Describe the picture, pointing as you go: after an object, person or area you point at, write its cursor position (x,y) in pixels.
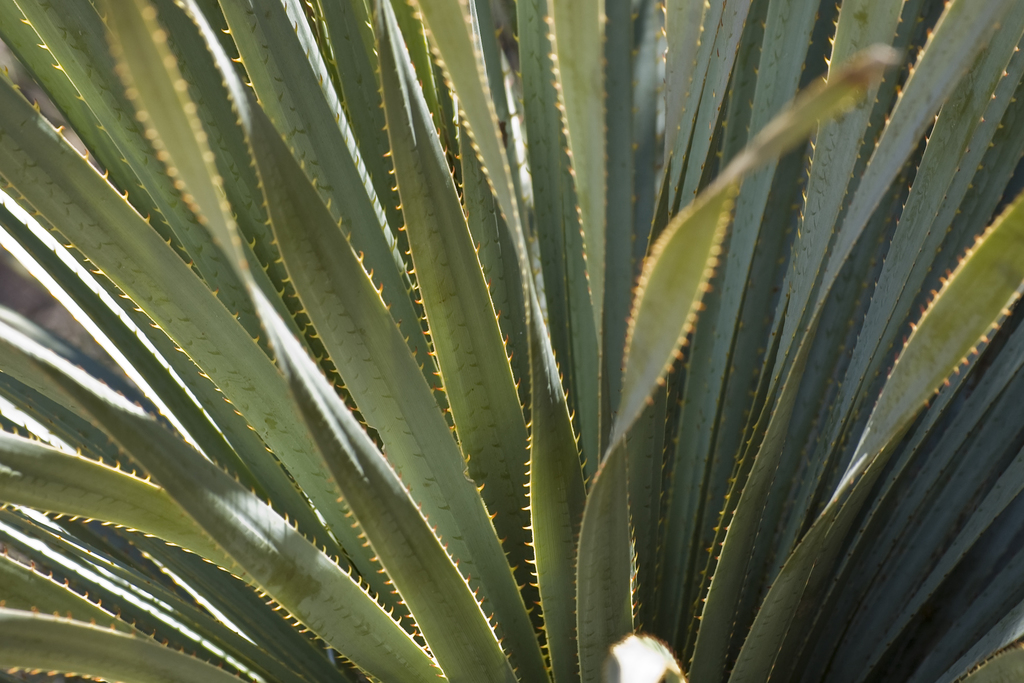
In this image we can see a plant (732,172).
